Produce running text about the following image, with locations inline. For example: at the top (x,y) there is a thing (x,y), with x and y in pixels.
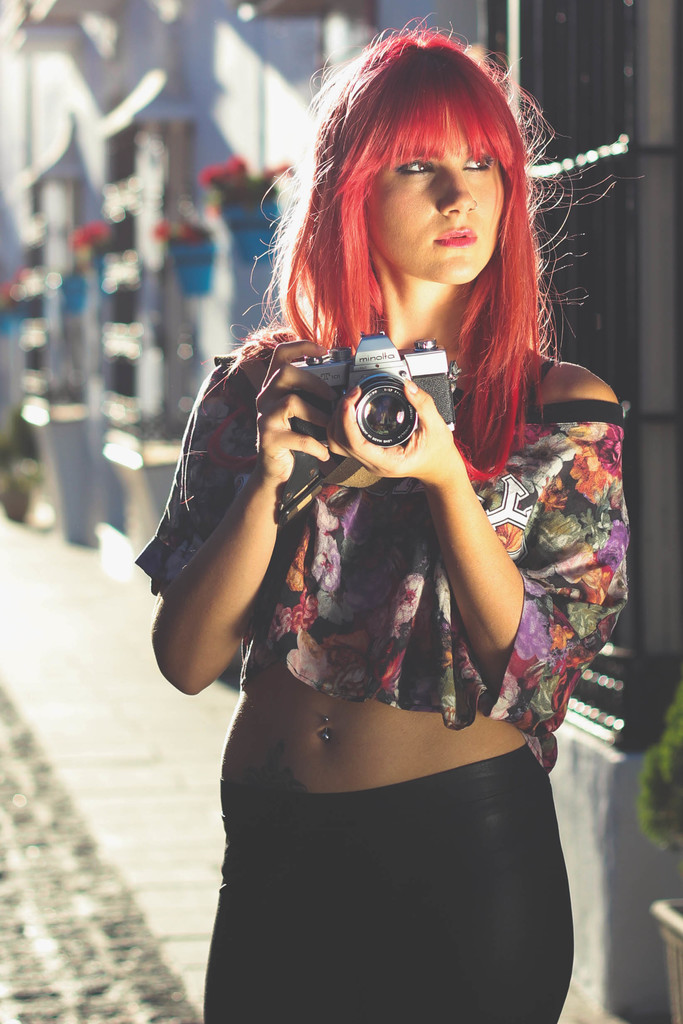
In this image, There is a woman (513,654) standing and she is holding a camera (364,420) and in the background (140,903) there is a road (120,917) which is in white color.
